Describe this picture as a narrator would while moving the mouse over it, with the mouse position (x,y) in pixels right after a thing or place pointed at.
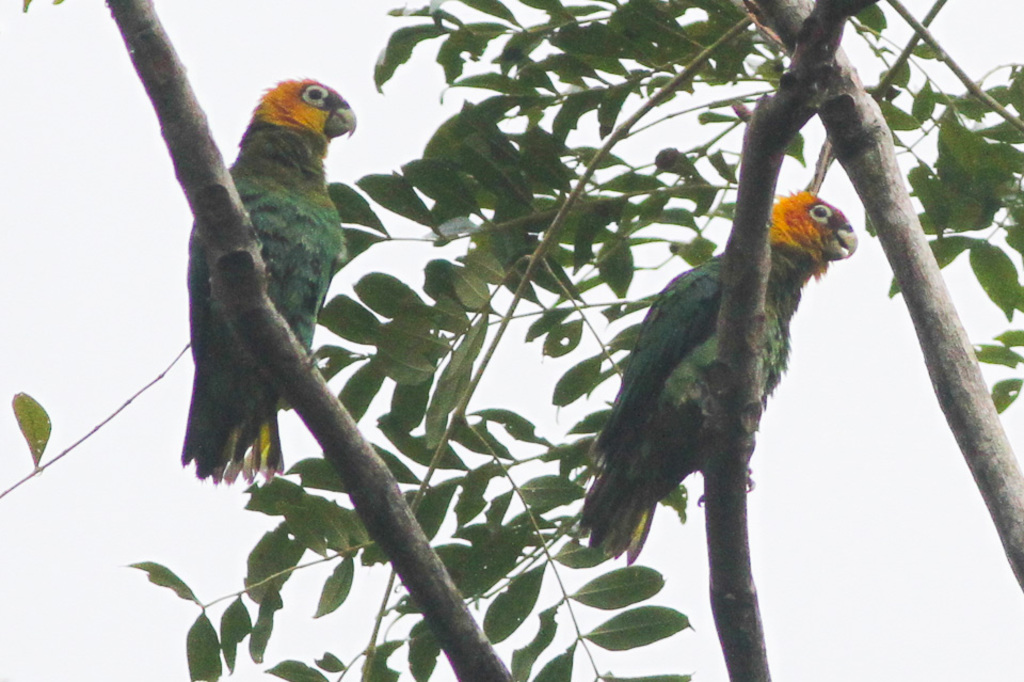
In the image there are few branches (757,262) of a tree (736,373) and there are two birds (312,330) sitting on the branches (267,346).
